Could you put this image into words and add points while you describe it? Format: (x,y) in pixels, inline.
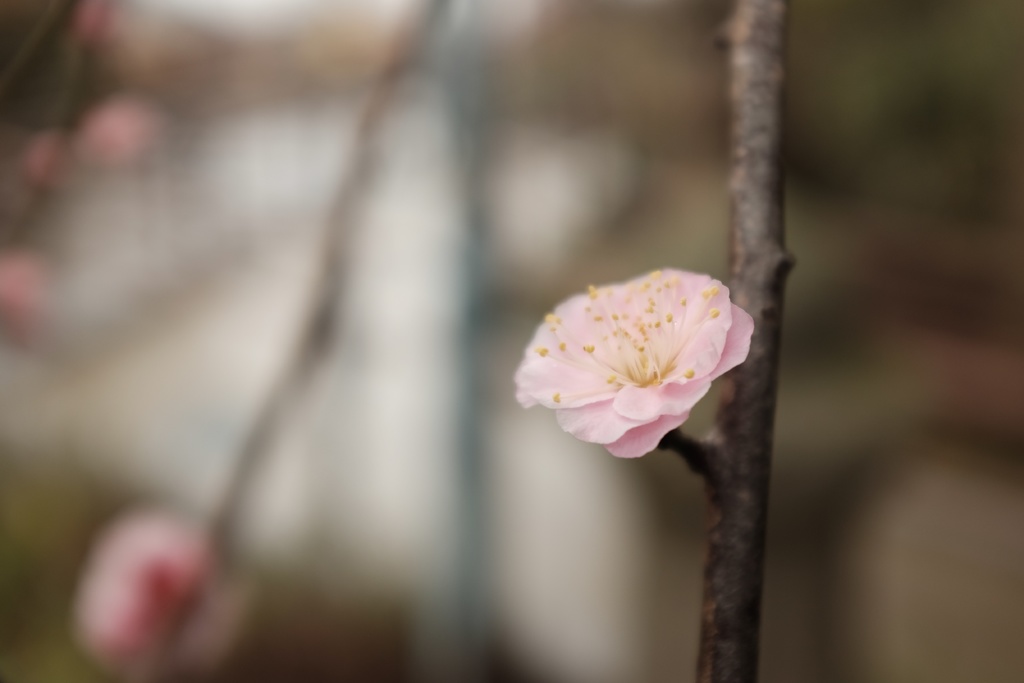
In this image we can see a flower (635,374) to a stem (665,443). The background of the image (987,448) is blurred.
